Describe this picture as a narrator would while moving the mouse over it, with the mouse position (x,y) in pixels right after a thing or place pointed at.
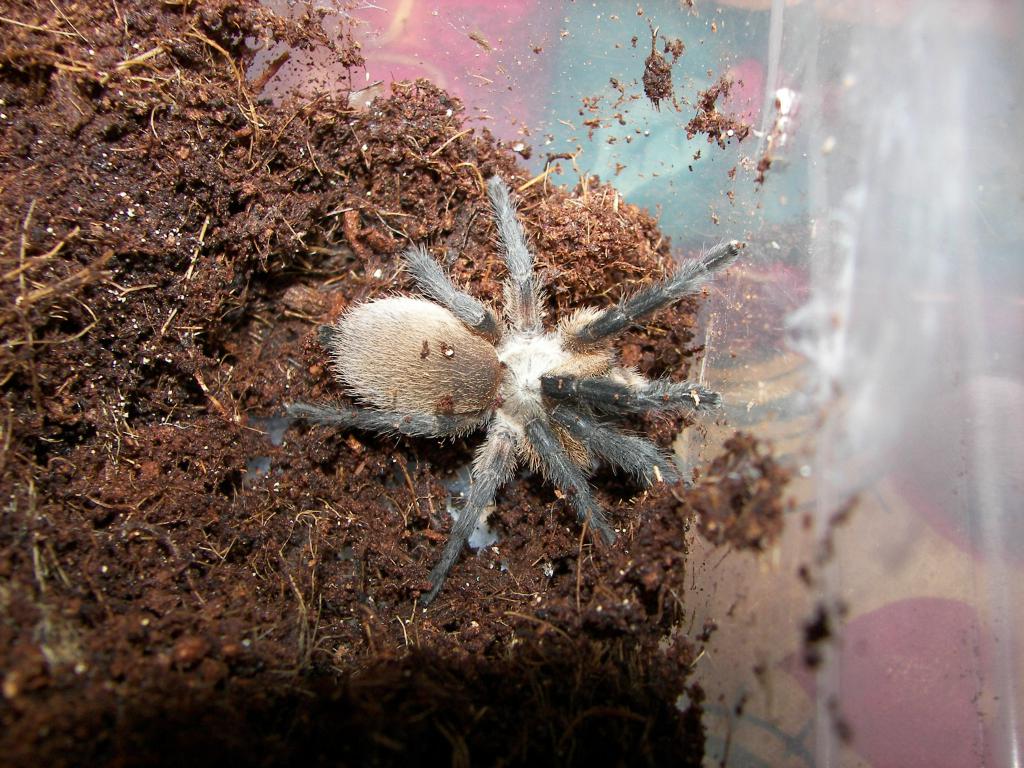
In this image I can see soil (150,40) and a spider (454,392). I can also see colour of the spider (488,426) is black and white.
